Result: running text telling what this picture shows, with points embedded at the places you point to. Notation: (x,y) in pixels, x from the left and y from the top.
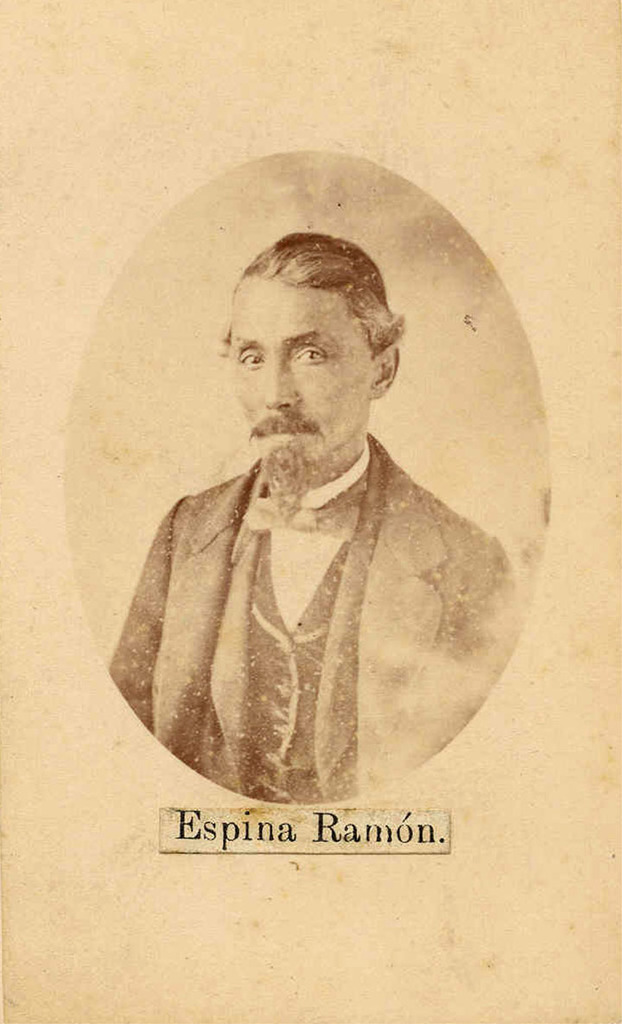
This is a black and white image in this image in the center (371,529) there is one person (295,586), and at the bottom of the image (295,846) there is some text (223,845).
